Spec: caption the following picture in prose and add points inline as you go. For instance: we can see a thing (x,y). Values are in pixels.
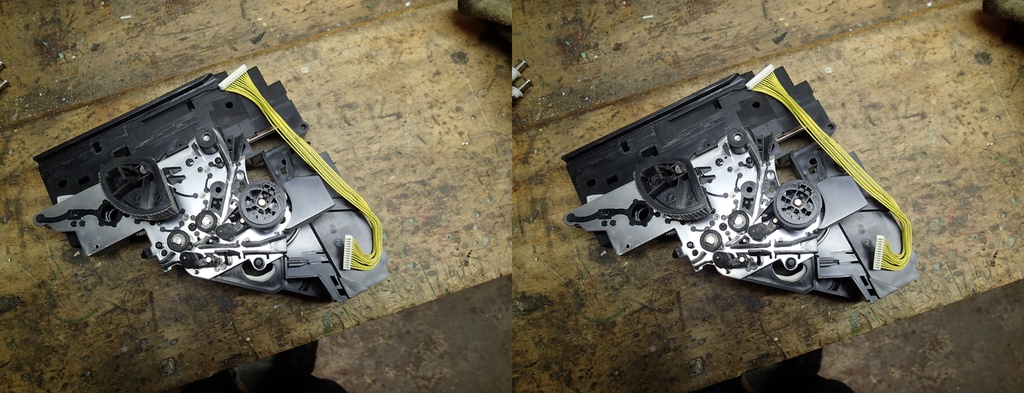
In this image there is a collage of two image. On the images there is an electronic device (659,204) on the table (399,231).
